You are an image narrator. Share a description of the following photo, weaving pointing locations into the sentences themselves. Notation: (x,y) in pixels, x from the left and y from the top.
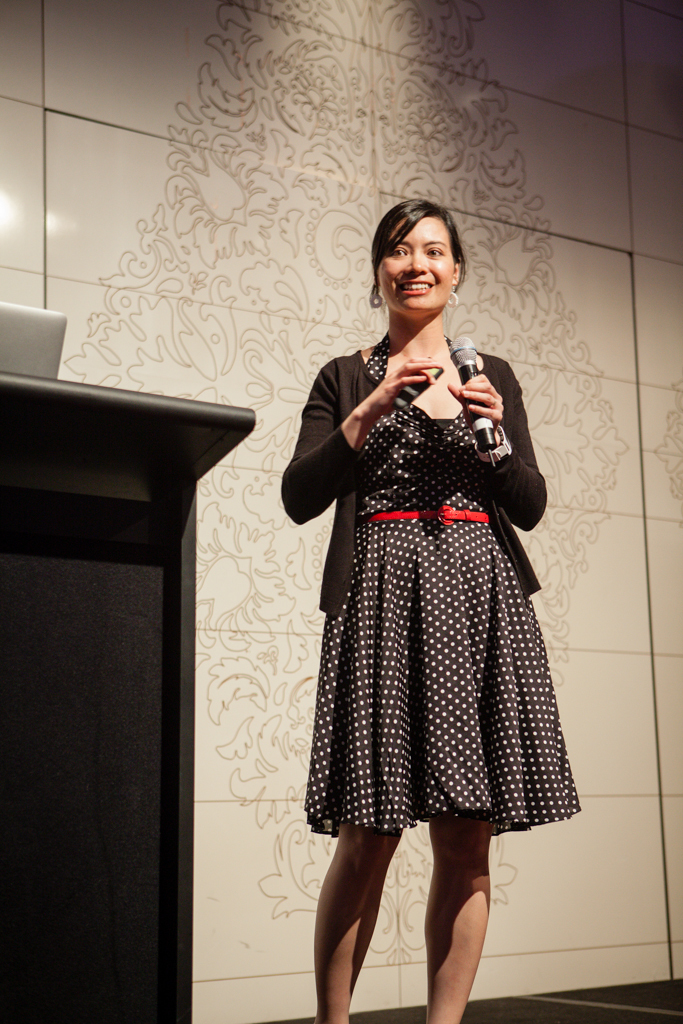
This picture is taken inside the room (451,656). In this image, in the middle (395,433), we can see a woman (481,570) wearing a black color dress (485,537) is standing and holding a microphone (469,344) in her hand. On the left side (143,1006), we can see a table (157,955), on the table (21,948), we can see one edge (53,312) of a laptop (49,340). In the background (381,145), we can see some paintings (489,139) on the wall (540,111). At the bottom (618,992), we can see black color.
